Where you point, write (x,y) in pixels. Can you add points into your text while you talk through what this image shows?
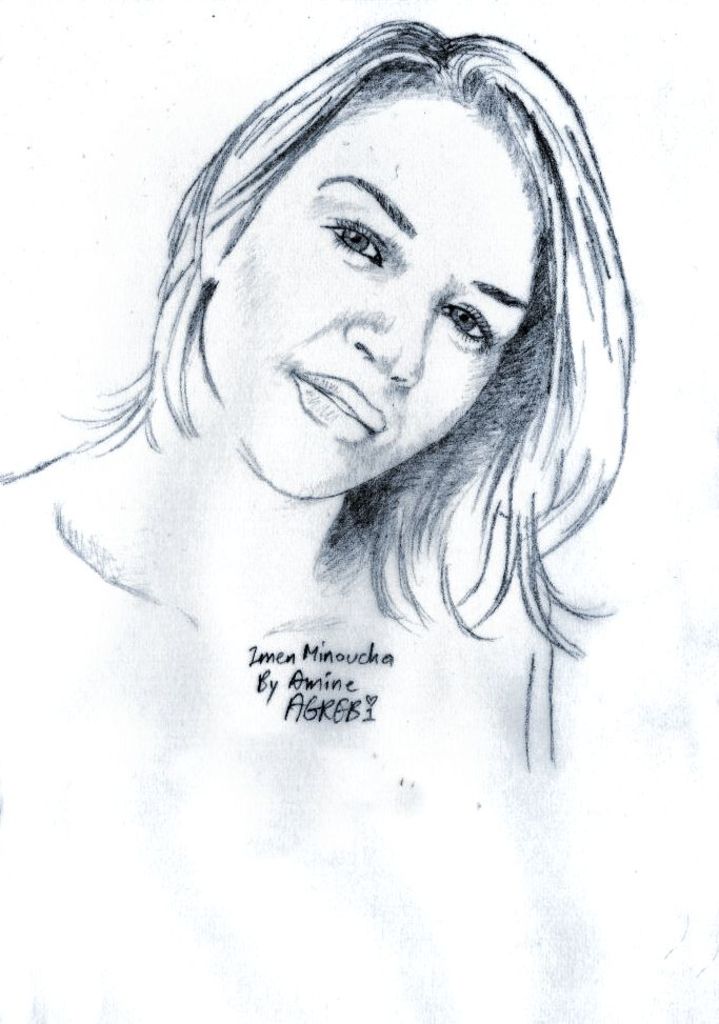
In the given picture i can see a art (352,738) and some text (280,665) on it.
